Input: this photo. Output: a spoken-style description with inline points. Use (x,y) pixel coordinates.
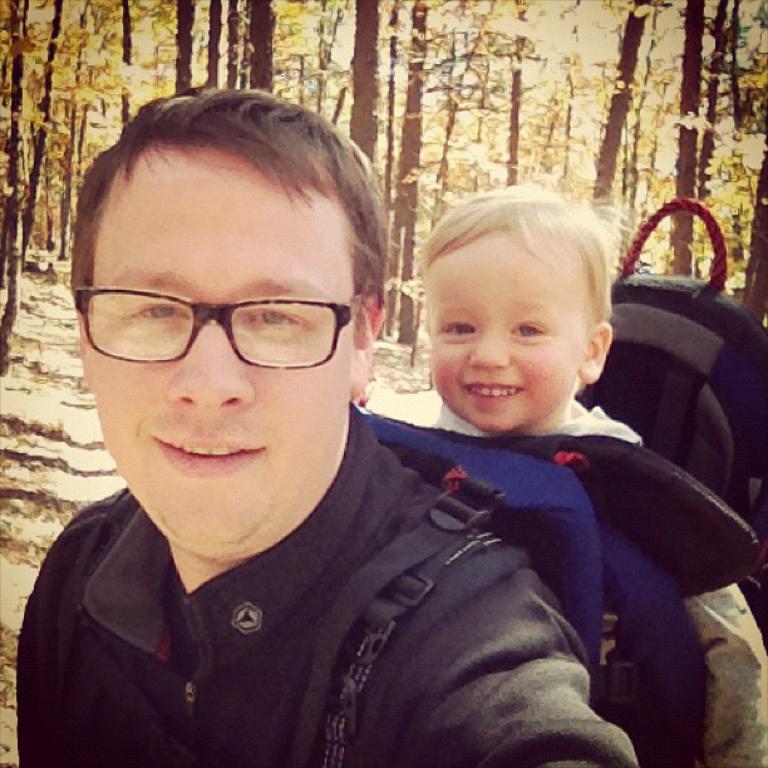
In this image in the foreground (206,387) there is one man (243,576) who is holding a baby (514,390) and carrying a bag (672,367), in the background (565,98) there are some trees (548,148).
